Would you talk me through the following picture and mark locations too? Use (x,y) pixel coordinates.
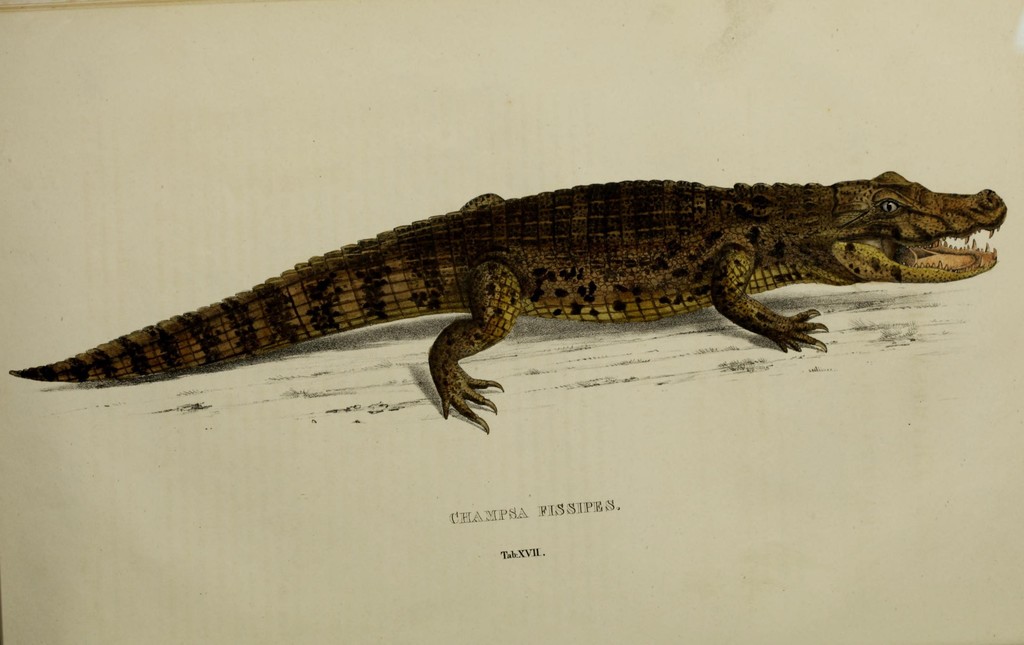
In this image there is a sketch (330,317) of a crocodile (502,287) with some text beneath it.
